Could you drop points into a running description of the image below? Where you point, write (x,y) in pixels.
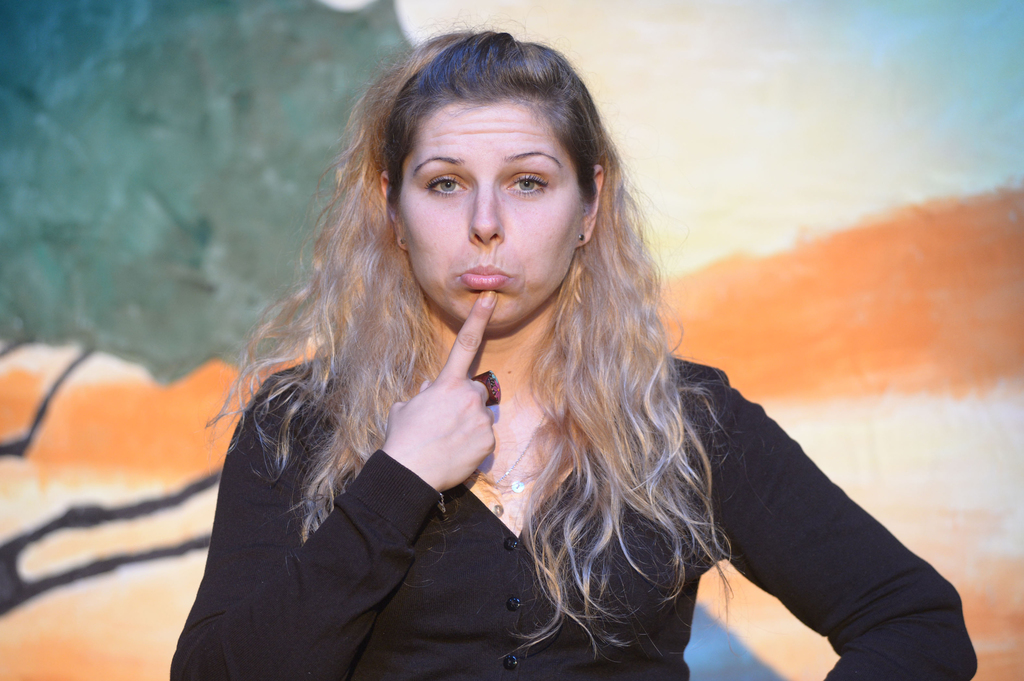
A woman (611,503) is standing wearing a black cardigan (310,605).
